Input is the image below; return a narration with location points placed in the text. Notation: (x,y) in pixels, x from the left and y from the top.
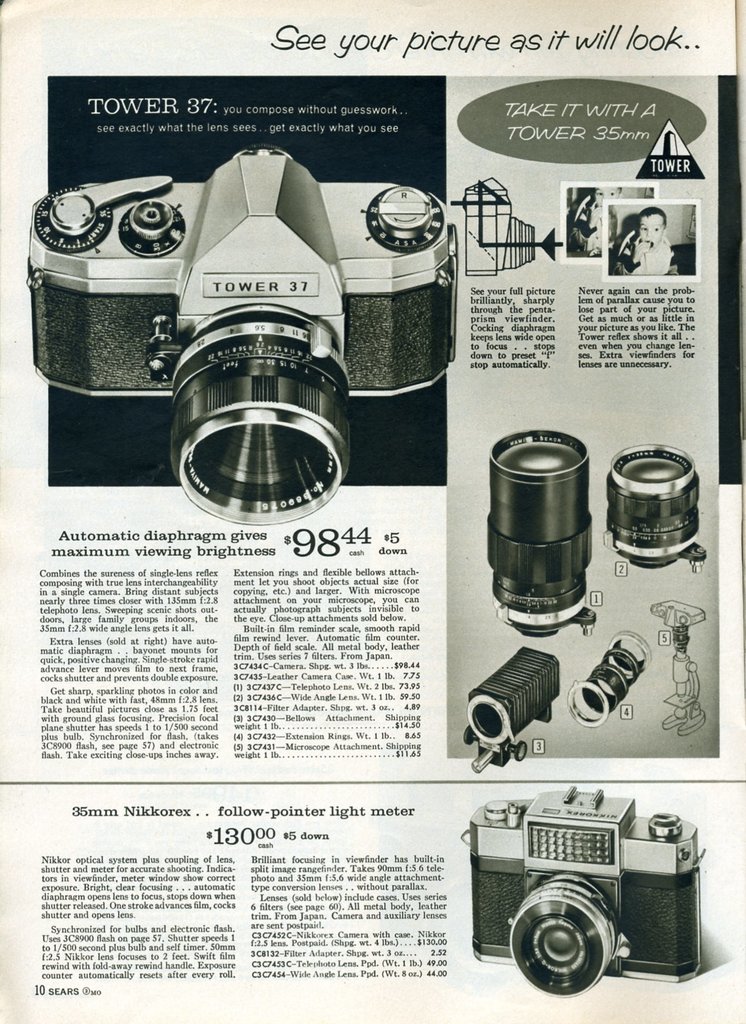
In this image I can see a news article (391,425). On this papers (227,632) I can see photos (223,415) of cameras (251,419), a child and something written on it.
